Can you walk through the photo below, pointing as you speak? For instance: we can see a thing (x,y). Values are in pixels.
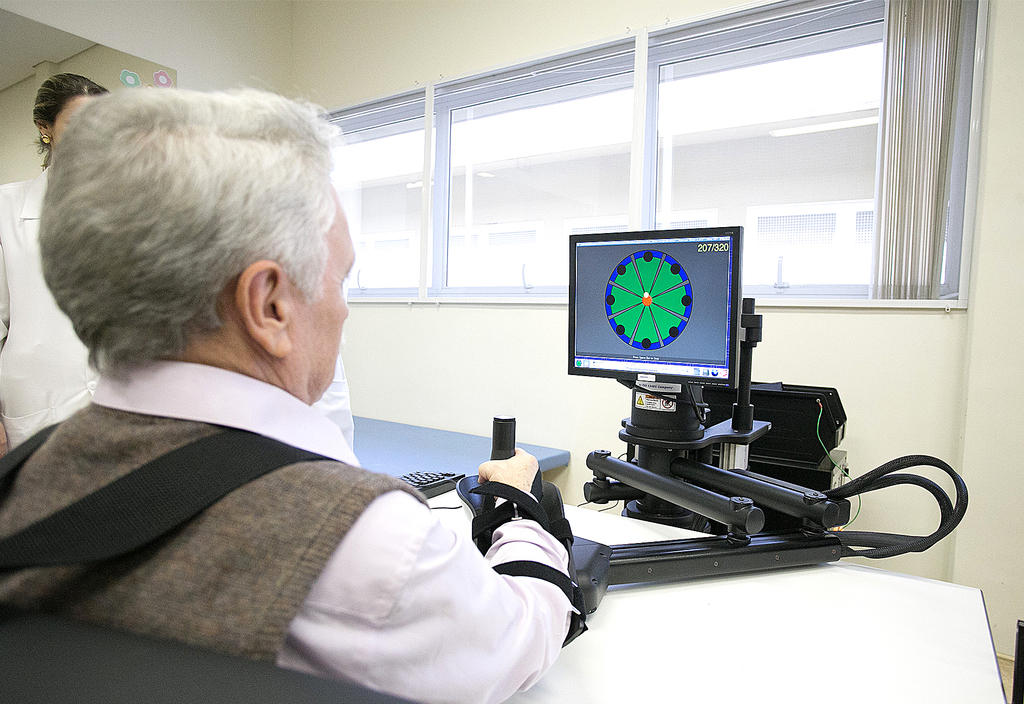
In this image I can see a person (263,358) wearing white shirt (237,384) and grey jacket (260,539) is sitting on a chair (249,665) and holding a black colored object (502,452) in his hand (501,467). I can see a black colored machinery (738,458) and a television screen (732,356) in front of him. In the background (444,24) I can see the wall (440,36), the window (538,147), a person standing and a keyboard (433,481) on the desk (455,503).
